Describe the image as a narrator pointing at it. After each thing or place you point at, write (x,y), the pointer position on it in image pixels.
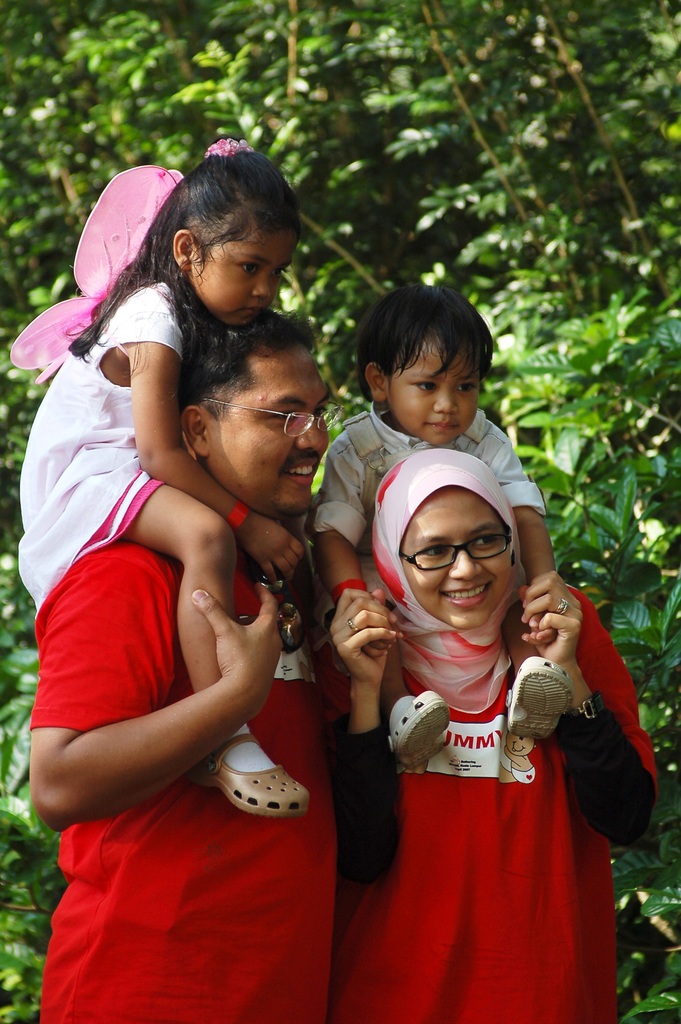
In this image, on the left (213,922) there is a man (250,658), on him there is a girl (192,458). On the right (493,589) there is a woman (493,652) on her there is a child (434,430). In the background (567,340) there are plants (431,198), leaves (593,390).
